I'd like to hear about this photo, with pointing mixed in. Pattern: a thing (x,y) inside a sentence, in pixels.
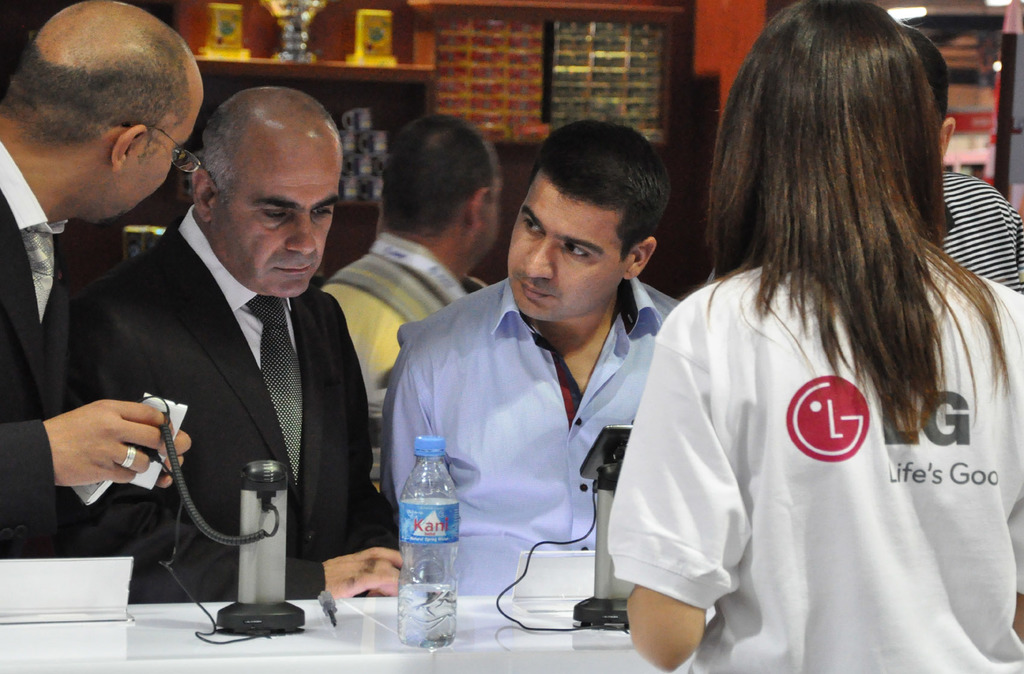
In this picture we can observe some people (415,368) standing in front of a desk (85,636) on which a mobile (609,442) and a water bottle (441,606) are placed. We can observe two men (37,386) are wearing coats (172,343). There is a woman (784,454) on the right side (791,471). In the background (422,272) we can observe some people (394,287) standing.
